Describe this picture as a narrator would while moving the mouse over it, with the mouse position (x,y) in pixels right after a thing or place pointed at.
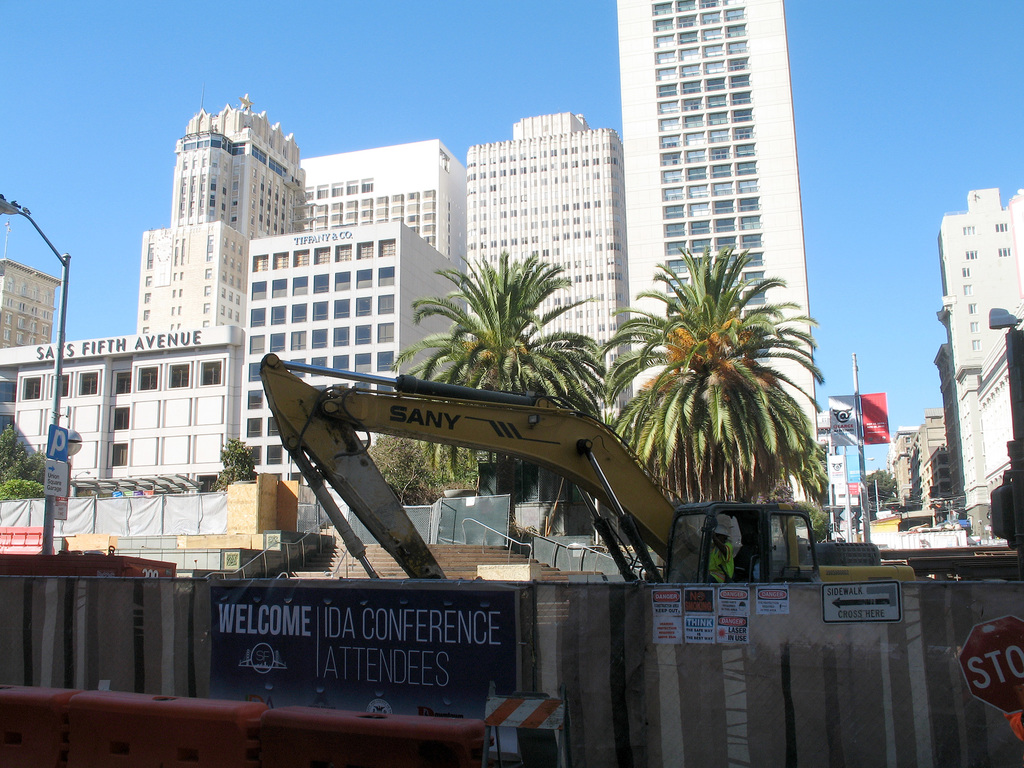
In this image I can see light poles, banners (878,406), boards (744,588), hoarding (139,612), posters (738,600), signboards (864,616), buildings (15,275), trees (526,355), steps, crane (647,493), person (732,545), blue sky (541,101) and things (535,724).
